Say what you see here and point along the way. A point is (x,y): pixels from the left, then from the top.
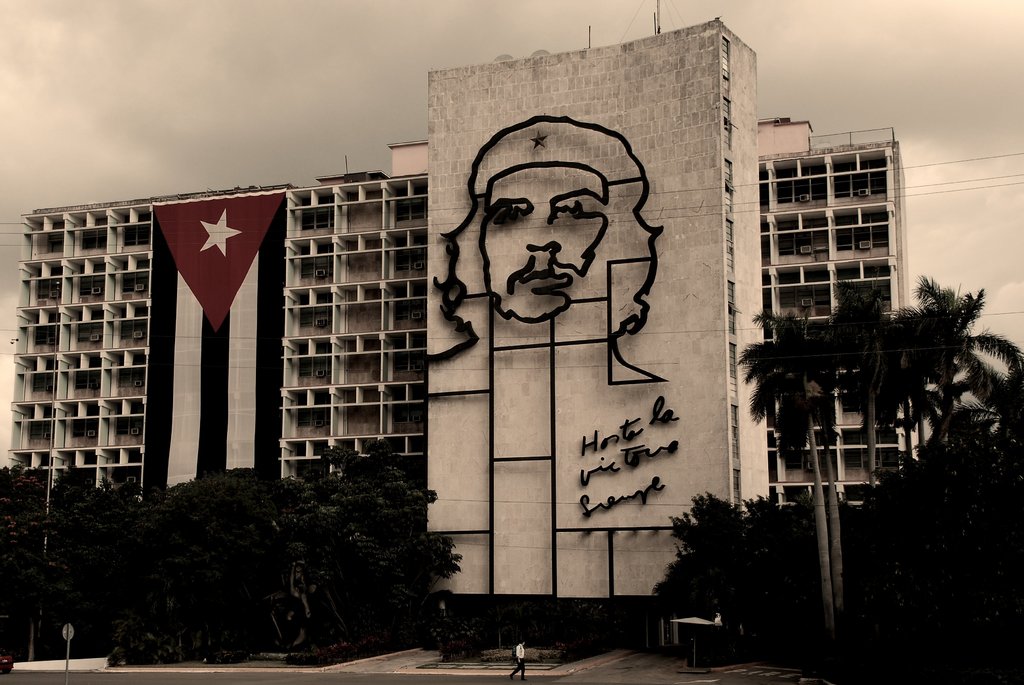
In this picture we can see a building (706,350) with windows (137,424), trees (35,526) and a person (517,665) walking on the road (311,681) and in the background (941,111) we can see the sky (941,111) with clouds (274,141).
